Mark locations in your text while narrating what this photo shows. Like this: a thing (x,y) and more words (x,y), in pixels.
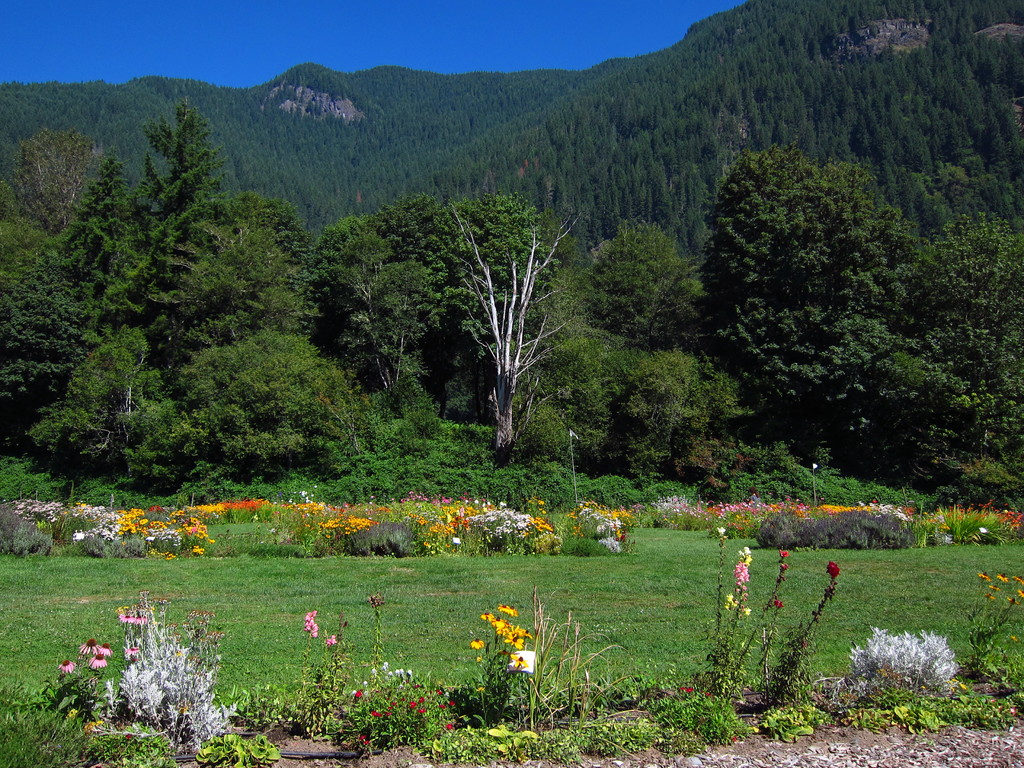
In this image there are flower plants (14,534), trees (194,260), mountains (747,52) and the sky (307,38).
